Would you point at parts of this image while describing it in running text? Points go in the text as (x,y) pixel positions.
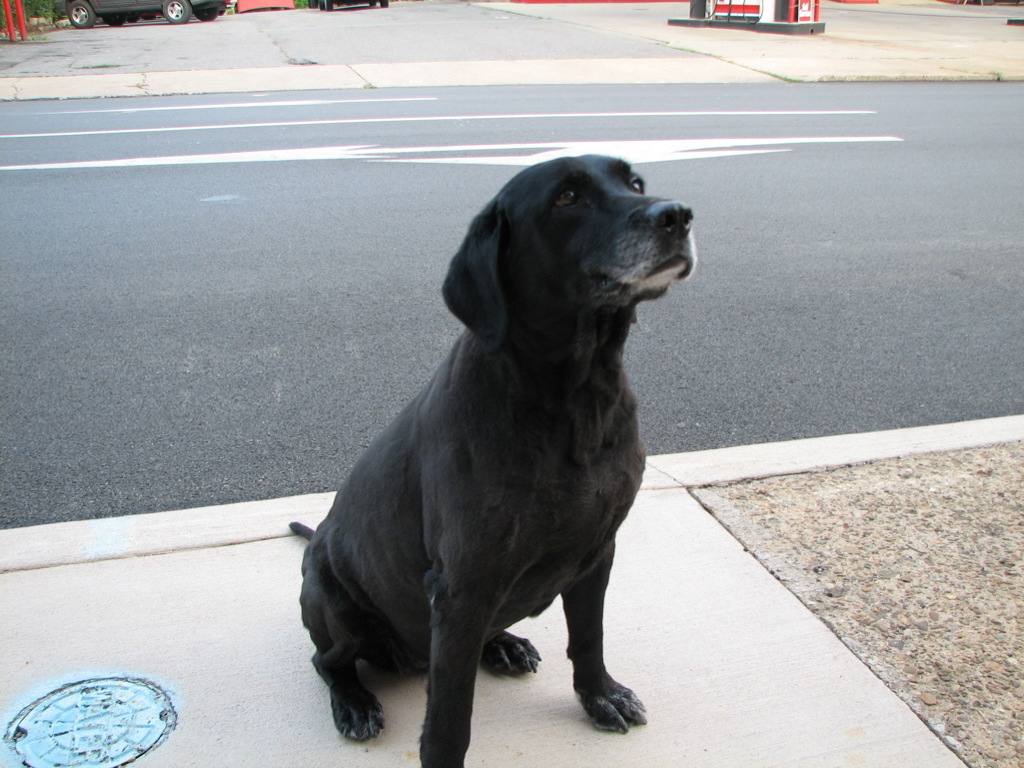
In this picture there is a black color dog (552,445) sitting near to the road (386,399). On the top left corner (71,17) we can see cars (200,10), bench (256,7) and plants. On the top right (731,13) there is a petrol pump (763,15).
